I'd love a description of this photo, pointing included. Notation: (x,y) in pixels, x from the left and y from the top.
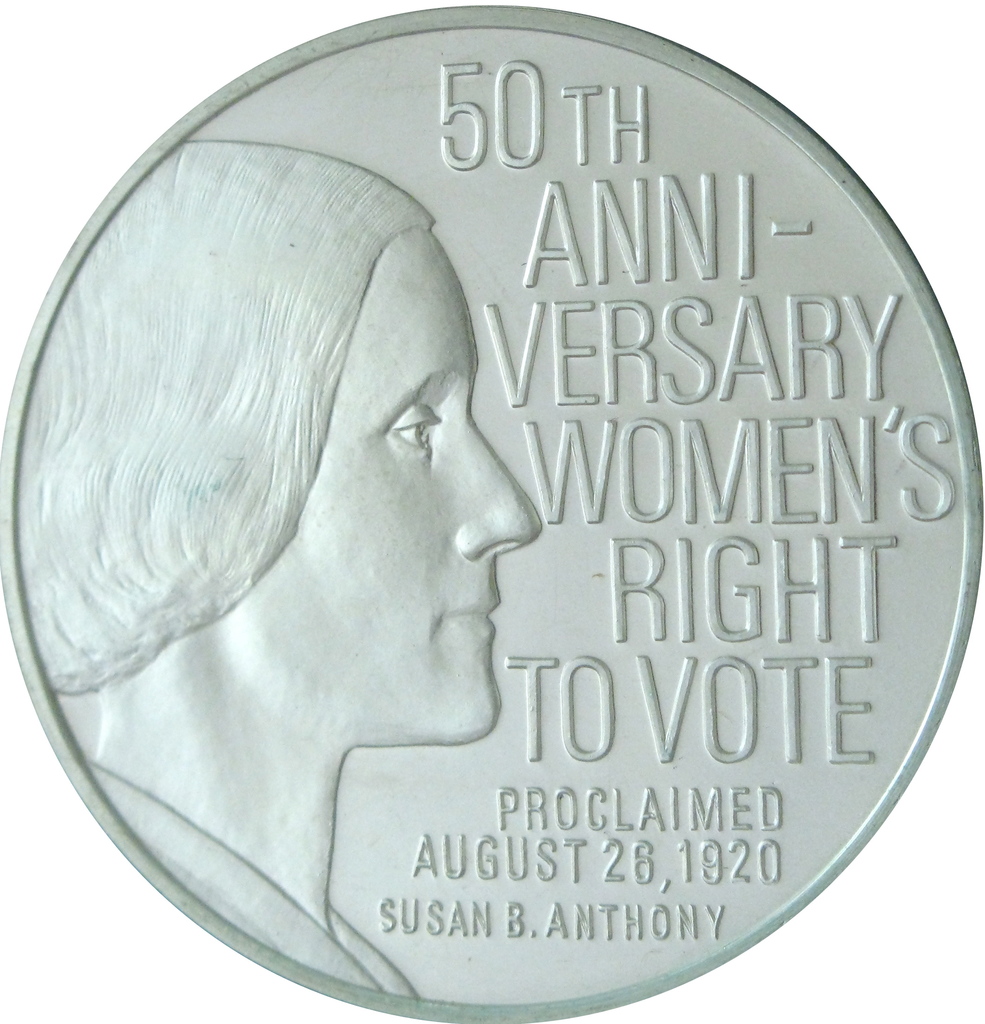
In this image I can see a silver colour thing (396,246) and on it I can see depiction (234,317) of a person's face (369,723). I can also see something is written over here and I can see white colour in the background (89,812).
